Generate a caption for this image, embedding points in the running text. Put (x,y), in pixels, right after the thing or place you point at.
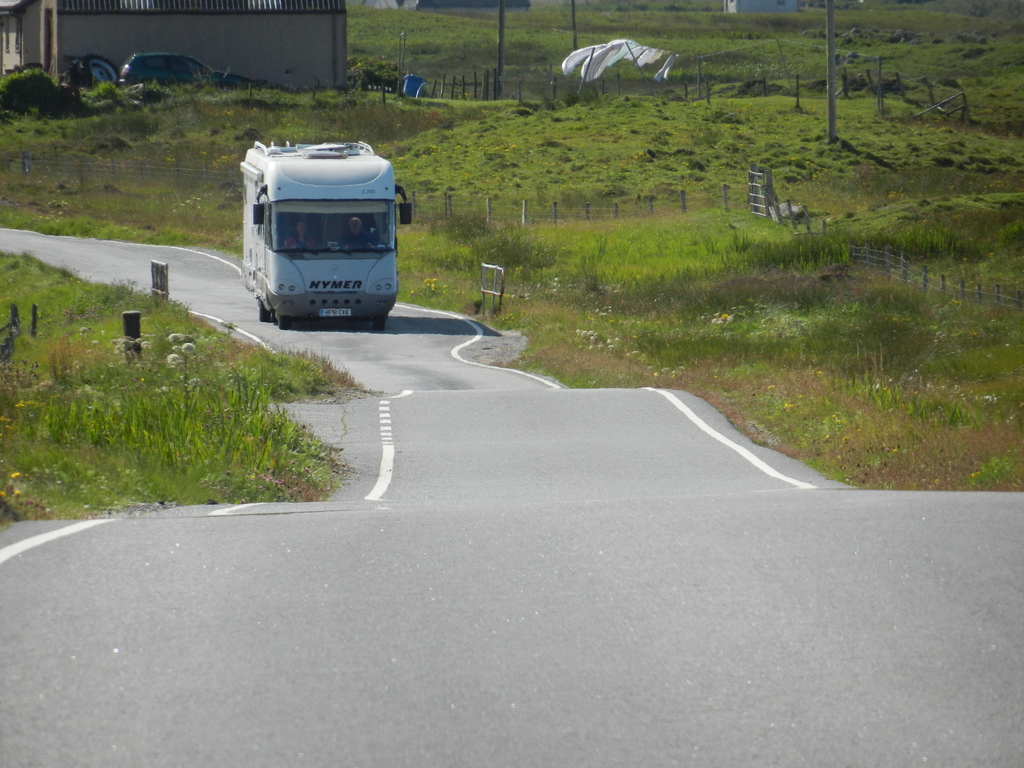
This is an outside view. In this image I can see a bus (289,229) on the road (458,468). On both sides of the road (444,358), I can see the grass (325,393) and plants (138,404). In the top left (130,57) there is a house (99,16) and a car (148,77). On the right side (778,210) there are few poles (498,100) and a fencing (895,270).
